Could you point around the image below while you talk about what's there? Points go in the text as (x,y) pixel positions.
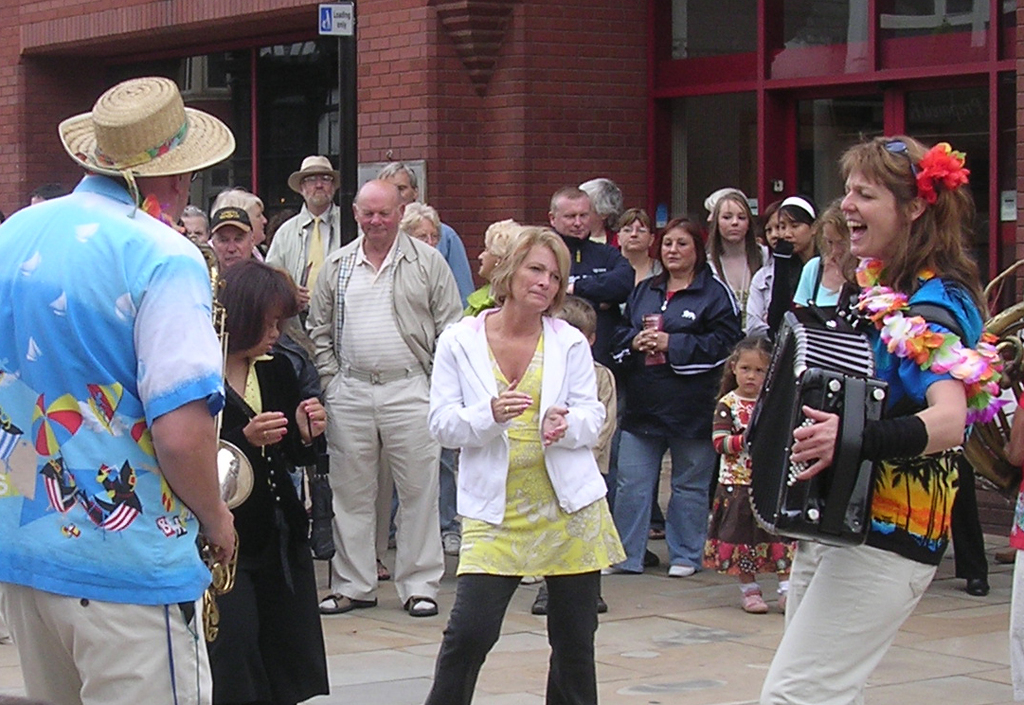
In this image, there is an outside view of a building (798,105). There are some persons (439,356) standing and wearing colorful clothes (103,303). The person (119,310) who is on the left side of the image (173,296) playing saxophone (219,429). The person (877,276) who is on the right side of the image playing musical instrument (814,346).
